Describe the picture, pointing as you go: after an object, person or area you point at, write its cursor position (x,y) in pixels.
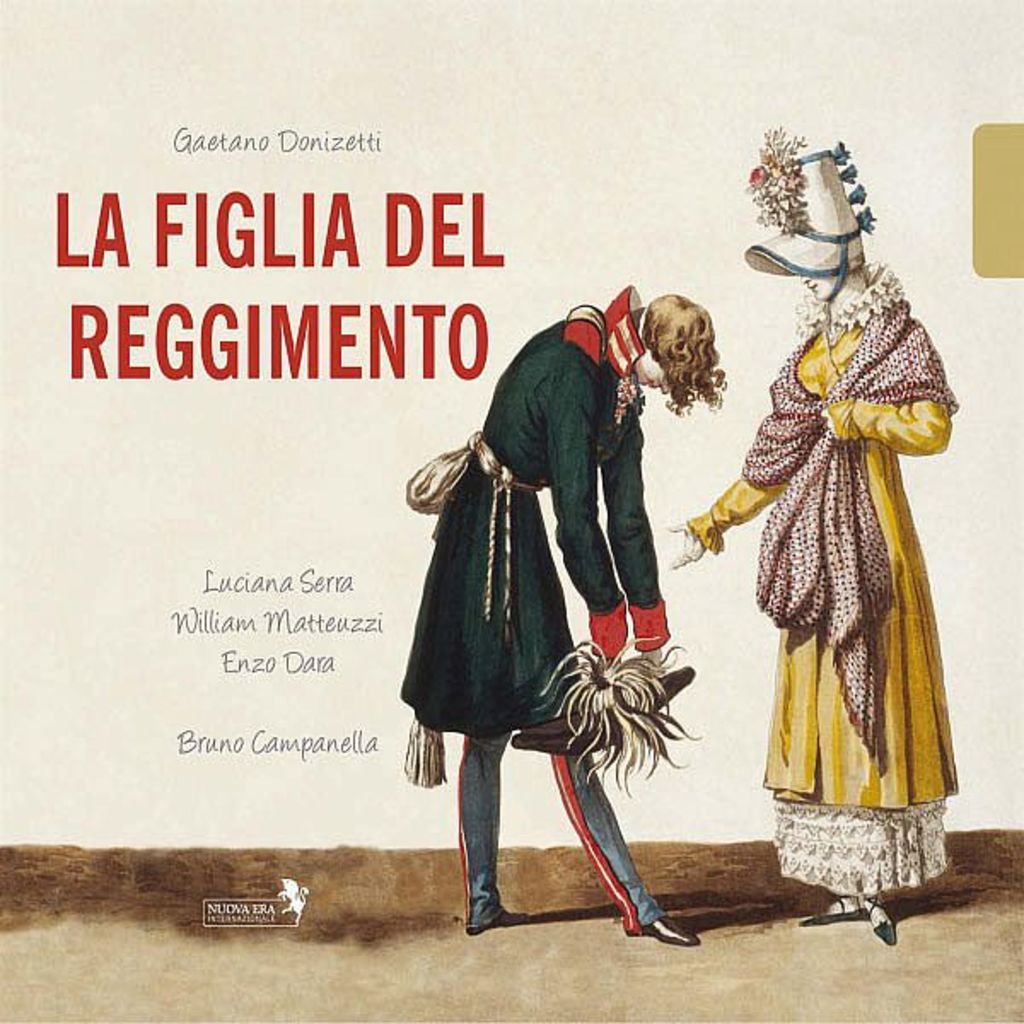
On this poster (782,990) we can see people (873,359). Something written on this poster (207,350).
